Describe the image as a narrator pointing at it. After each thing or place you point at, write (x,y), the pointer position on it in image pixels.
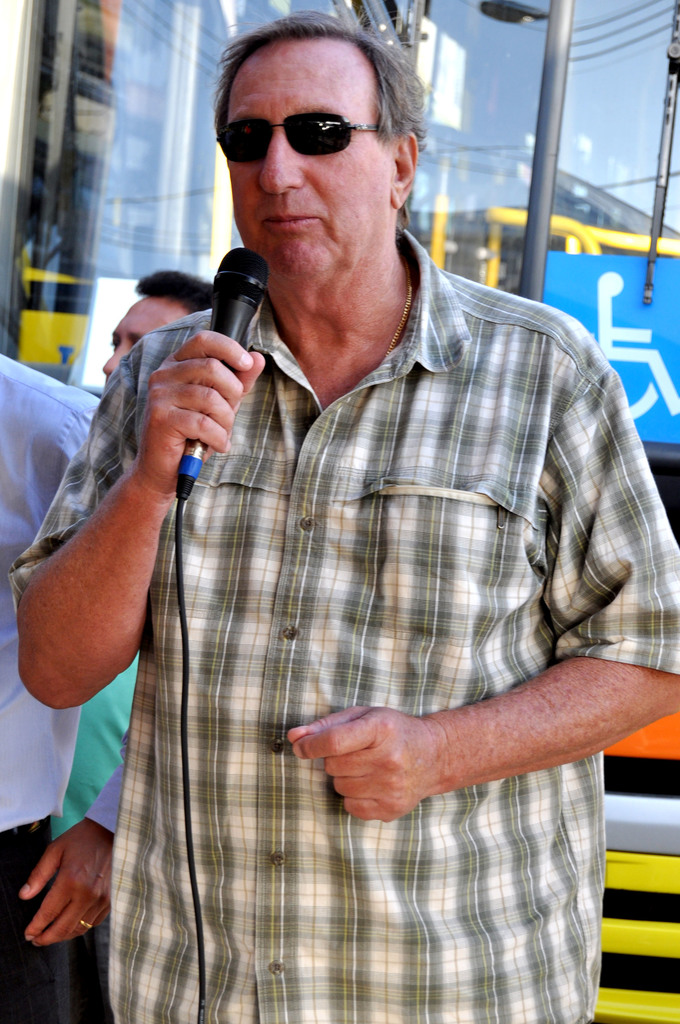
In this image i can see a man (209,558) standing and holding a micro phone (216,317), he is wearing a checks shirt (468,379), at the back ground (462,261) there is a vehicle (455,170) and a pole (547,170) and few persons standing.
